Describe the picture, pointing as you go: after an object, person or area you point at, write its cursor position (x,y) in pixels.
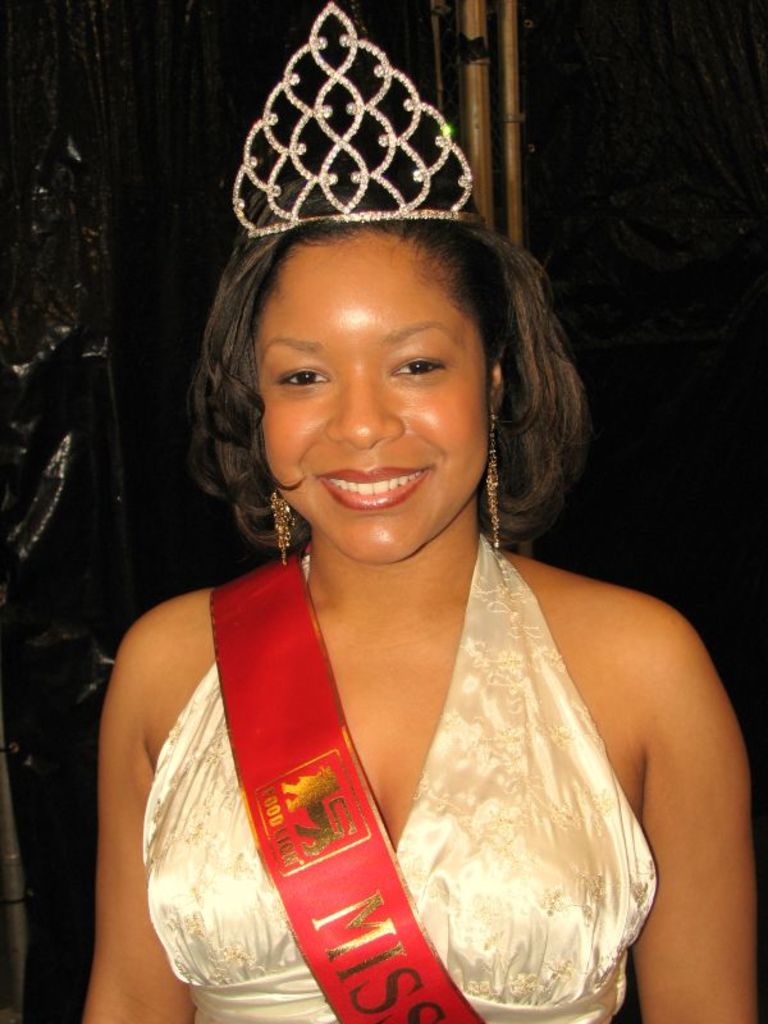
Here in this picture we can see a woman (314,573) present and we can see she is smiling and wearing a crown (333,69) and ear rings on her over there.
